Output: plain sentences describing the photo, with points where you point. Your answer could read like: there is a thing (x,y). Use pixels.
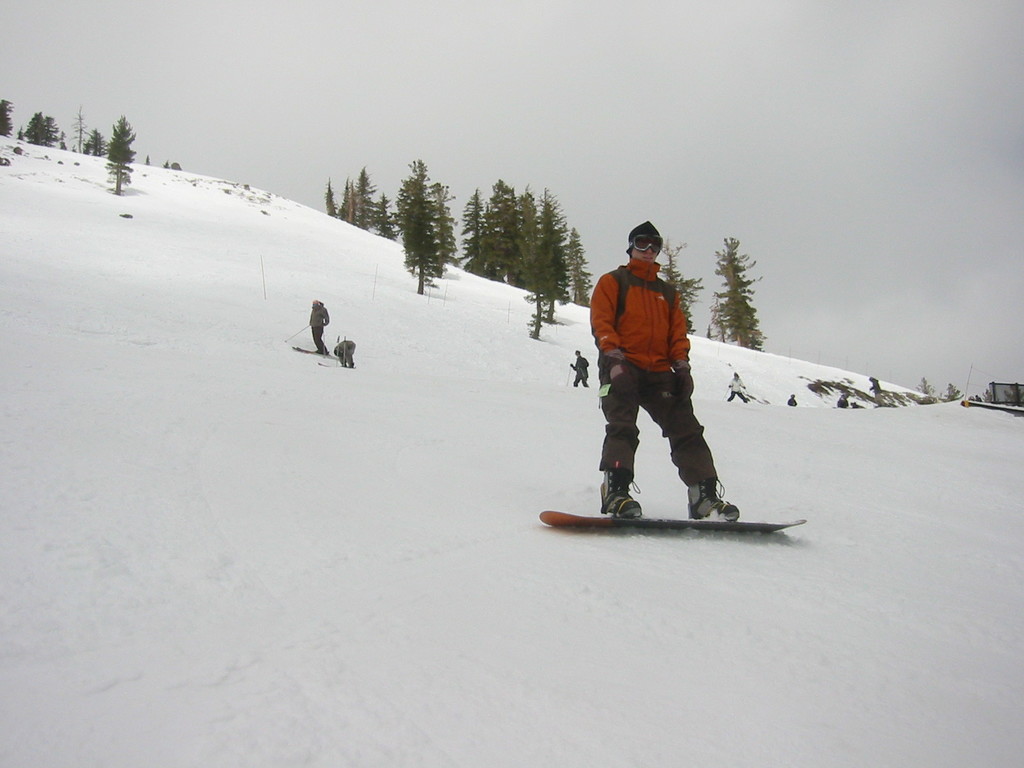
The picture is taken in a snowy area (246,358). In the foreground (680,468) picture there is a person (685,442) snowboarding. In the center of the picture (351,358) there are many people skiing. At the top (482,234) there are trees (505,245). Sky (571,224) is cloudy.
